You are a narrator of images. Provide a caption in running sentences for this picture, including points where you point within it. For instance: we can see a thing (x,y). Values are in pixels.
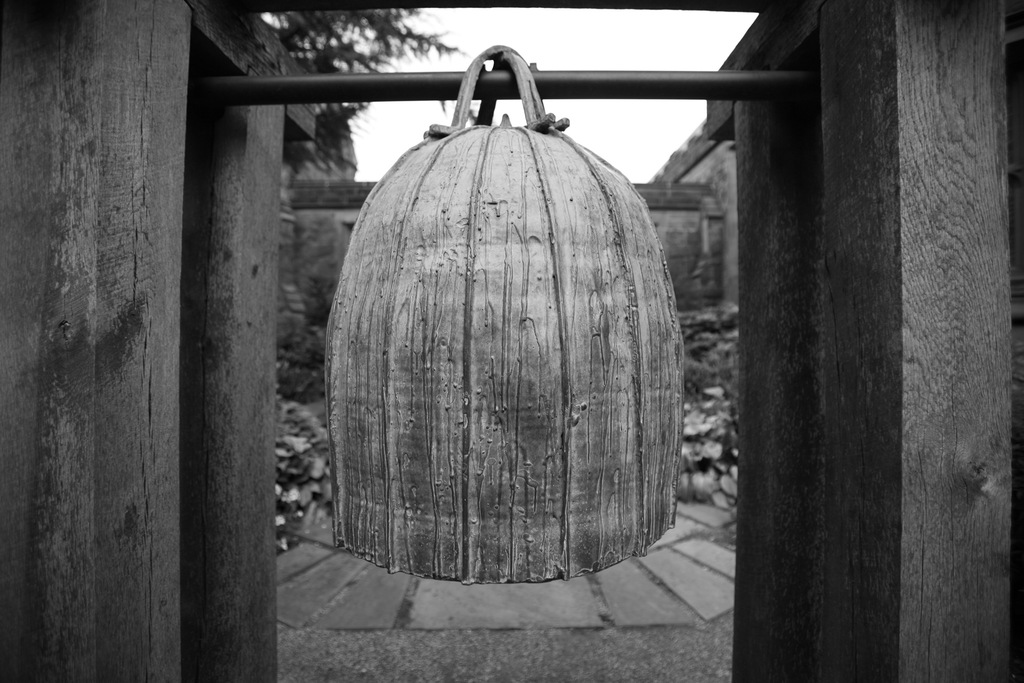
It is a black and white picture. Here it looks like a bell (523,365) on a rod (569,72). On the right side (902,300) and left side (72,429), we can see wooden objects (985,455). Background (1017,455) we can see the blur view. At the bottom (606,658), we can see the walkway (587,653). Top of the image (622,54), there is the sky (574,26) and tree (359,33).
